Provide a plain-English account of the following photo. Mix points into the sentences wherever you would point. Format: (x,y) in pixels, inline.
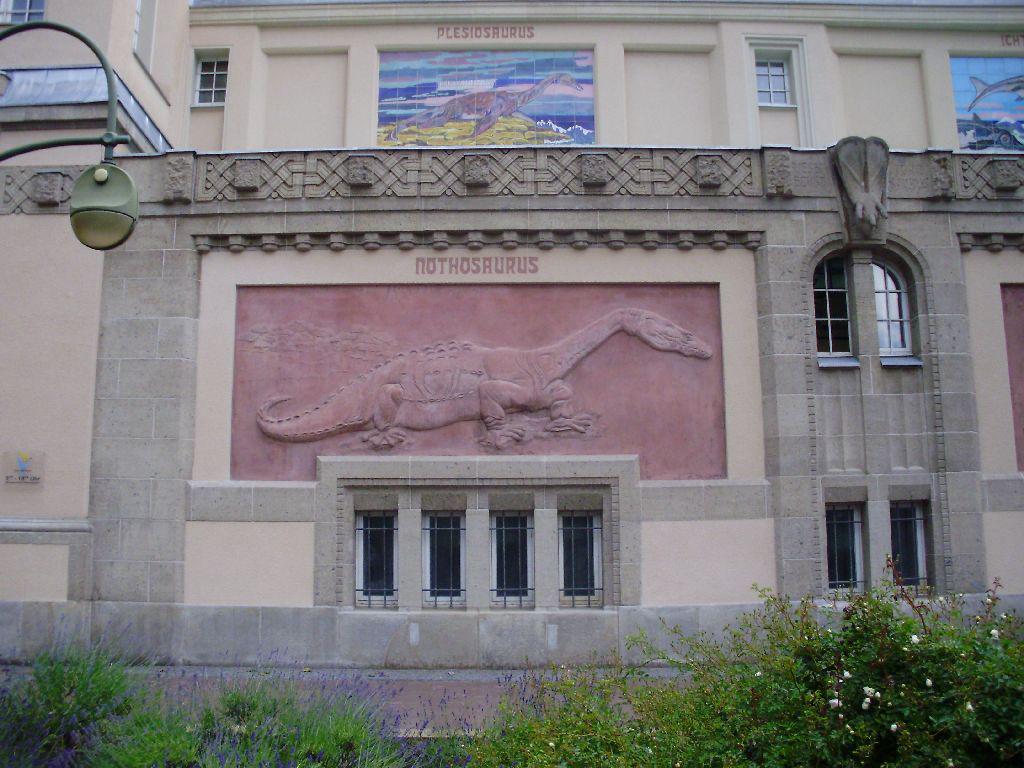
In this picture, there is a building (630,391) with windows (492,546), painting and dinosaurs structures (559,370). Towards the left (109,136), there is a light (84,39). At the bottom (934,719), there are plants (951,711).
